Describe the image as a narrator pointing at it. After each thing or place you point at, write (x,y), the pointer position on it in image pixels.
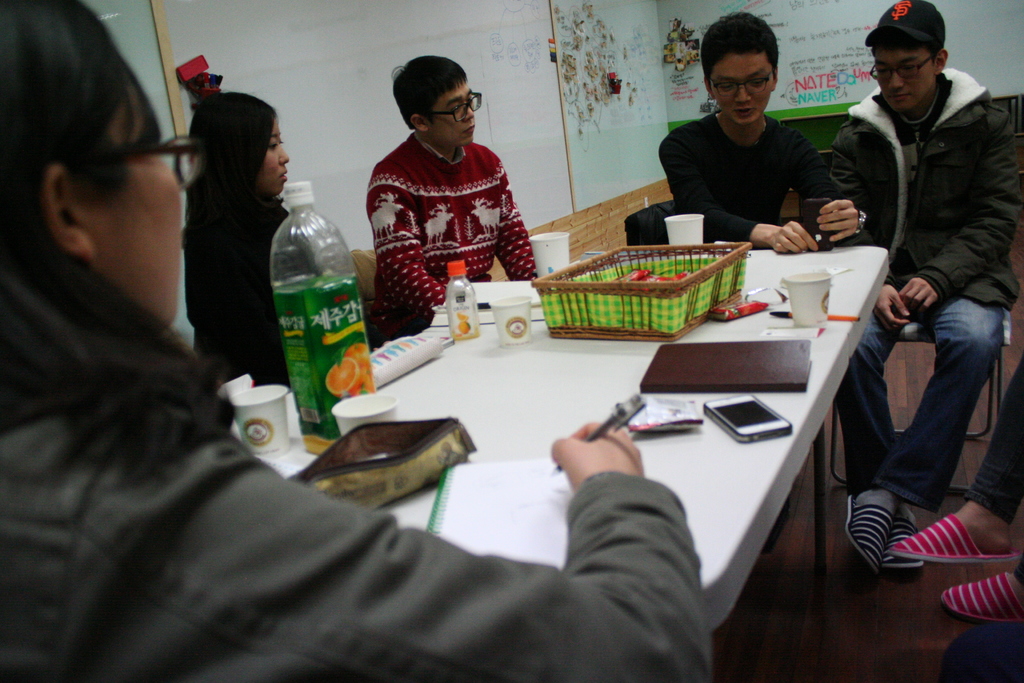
There are group of people (551,568) sitting around the table (699,537) in a chair (1000,371). In the middle (674,447) there is a table (498,367), on the table (443,366) there is bottle (320,339), cup (270,433), tray (608,308), book (502,481), mobile phone (750,417), pen (778,312) and some other items (682,415). In the right (906,172) there is a man (951,194) he is wearing a jacket (970,172) trouser (956,322) hat (922,38) and shoes (882,526). There is a woman (106,408) who is sitting in the left (105,302) she is wearing jacket (243,554) and holding a pen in her hand (585,464). In the background (842,72) there is a wall poster (788,85) with some text (828,80) and a white board (528,64).
